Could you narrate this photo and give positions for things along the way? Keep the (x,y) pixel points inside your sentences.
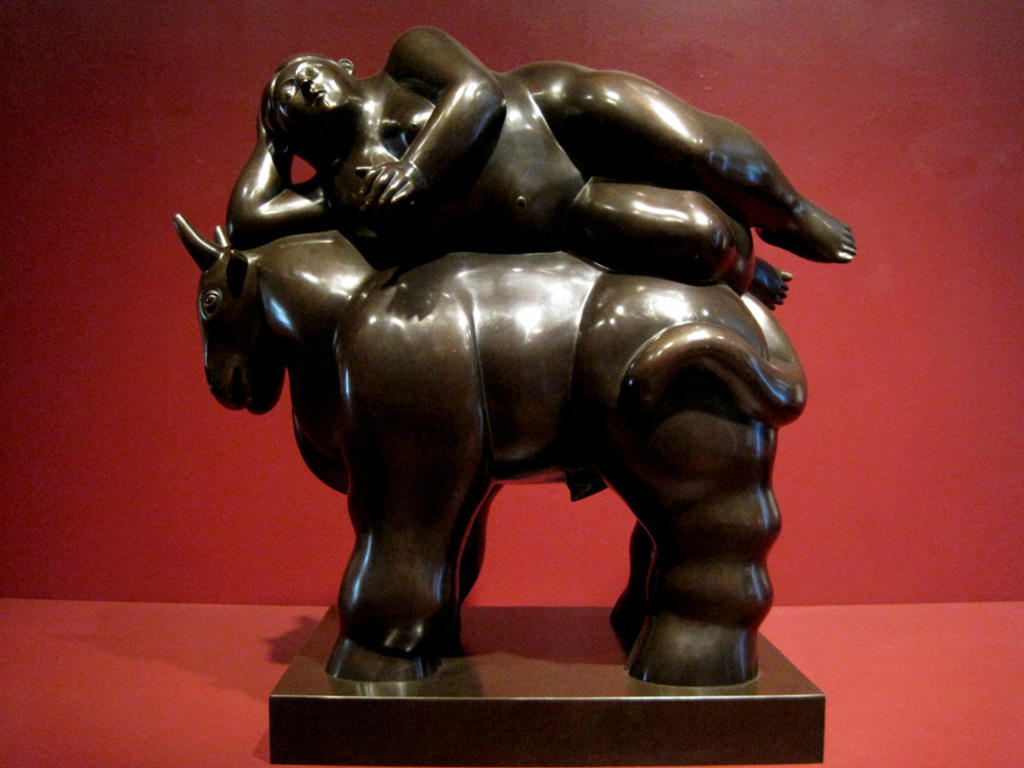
In this picture I can observe sculpture (481,392) of an animal (597,412) and a human (479,135). The background (53,133) is in red color.
